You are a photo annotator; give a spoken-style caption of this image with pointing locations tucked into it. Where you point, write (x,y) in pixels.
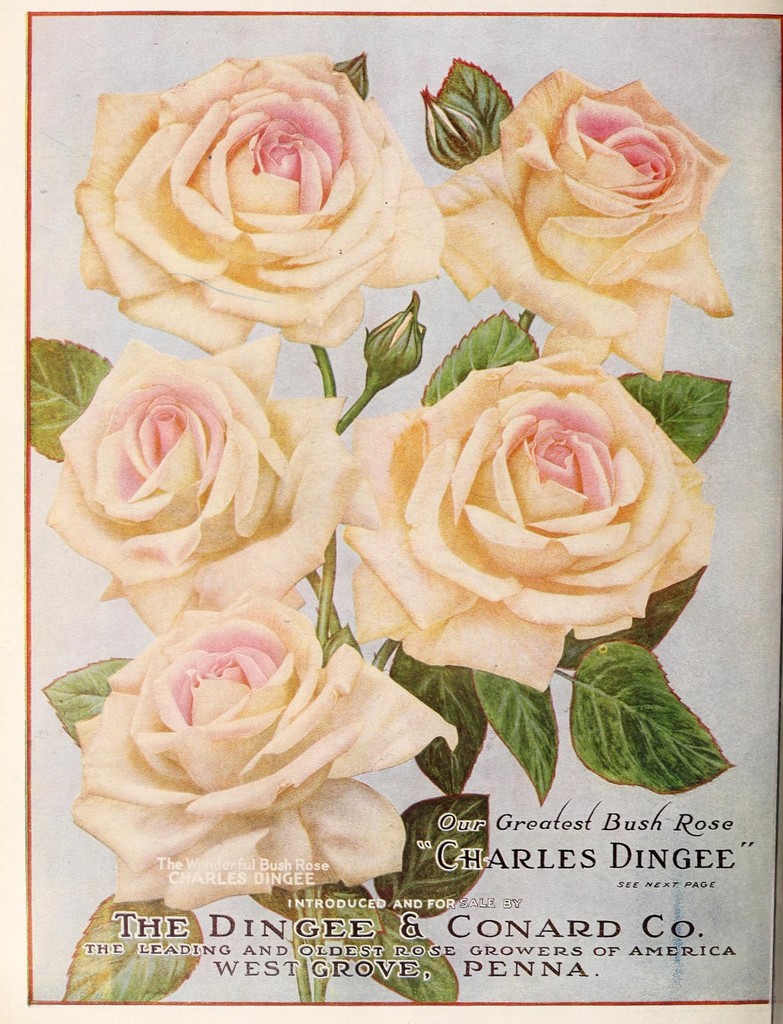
This looks like a poster. I can see a plant (323,816) with five rose flowers (317,459), buds (410,368) and leaves (361,916). These rose flowers (264,674) are white and pinkish in color. I can see the letters (509,822) in the image.
